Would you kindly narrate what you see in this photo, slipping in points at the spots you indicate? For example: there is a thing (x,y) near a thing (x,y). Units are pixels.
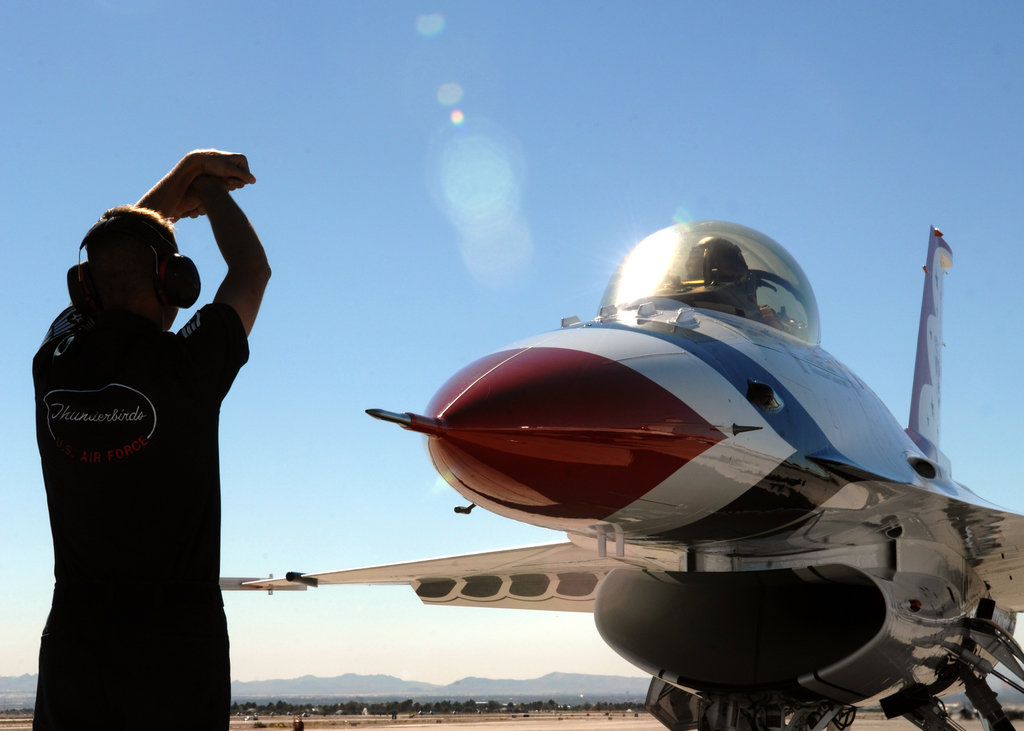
In this picture I can see a person (129,387) in front (103,287) who is standing and I see that he is wearing a headphone (88,275) on his head (123,253). In the center of this picture (529,367) I can see an aircraft (604,547). In the background (391,367) I can see the sky (849,287).
